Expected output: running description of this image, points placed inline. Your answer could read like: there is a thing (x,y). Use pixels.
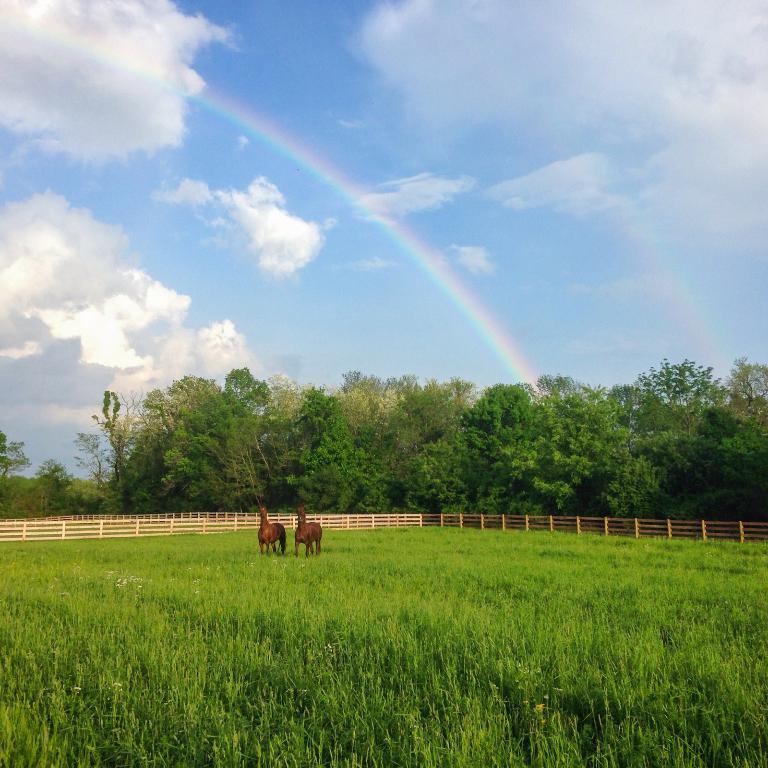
In the picture I can see two animals (314,528) are standing in the grass (348,630). Here we can see the wooden fence (61,522), trees (395,485) and the sky (326,241) with clouds (311,246) and the rainbow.
